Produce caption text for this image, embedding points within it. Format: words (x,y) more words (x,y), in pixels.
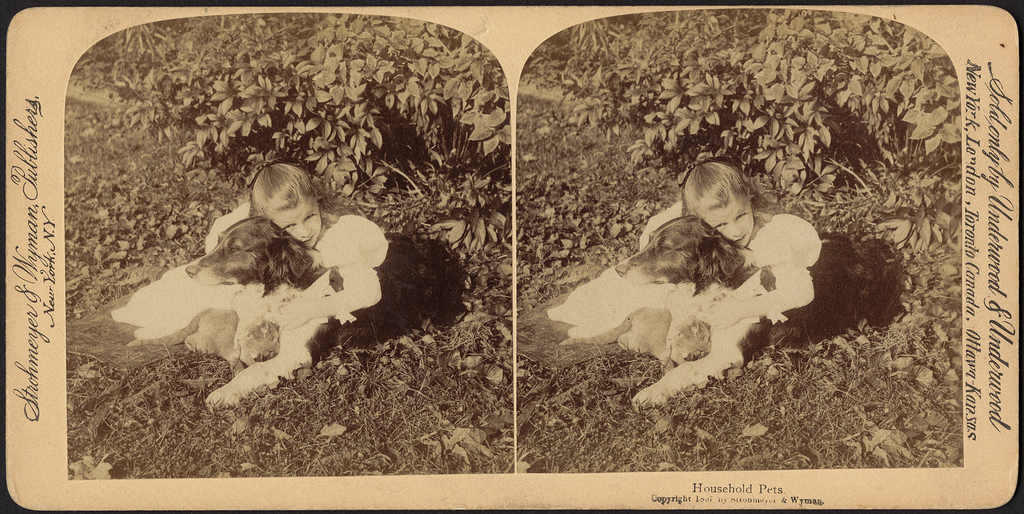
This image is collage image. There is a picture at left side (318,267) is same as the right picture. In this image there is one girl (333,237) sitting and holding a dog (312,331), and there are some trees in the background (629,90) and there is a grass (758,399) in below of this image and there is a text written at left side of the image (25,244) and right side of the image (972,247), and there is a text (748,487) at below of the image, and there is a frame (20,500) in the edges of this image.
